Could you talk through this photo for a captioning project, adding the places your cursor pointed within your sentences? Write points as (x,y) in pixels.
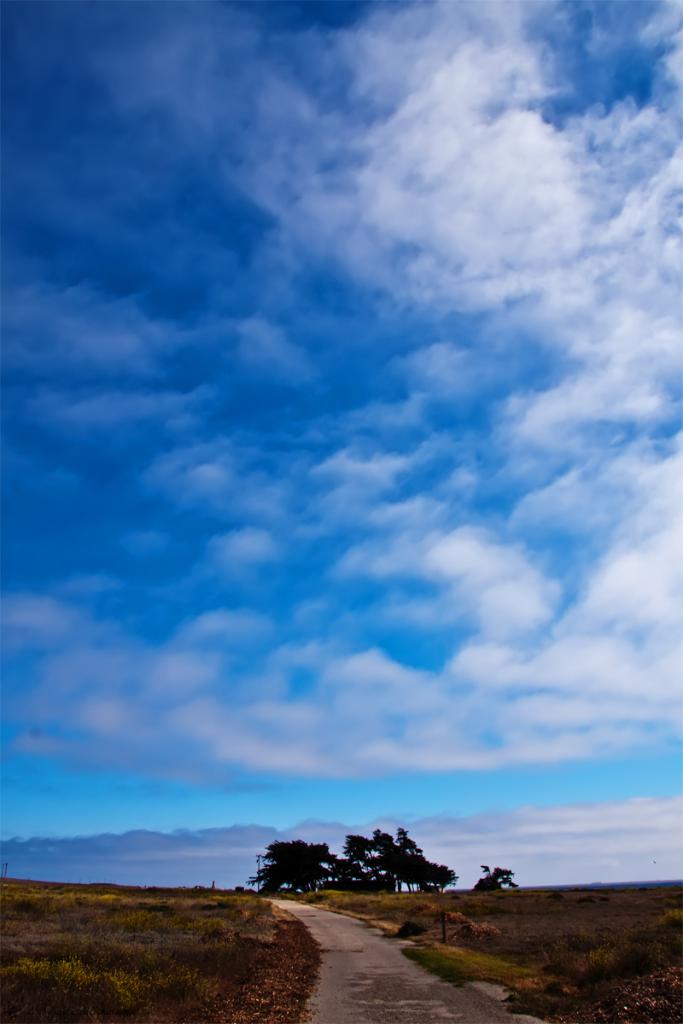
In this image, we can see trees (385,875) and some plants (587,976). At the bottom (530,907), there is ground (576,947) covered with grass (583,913) and at the top (391,242), there are clouds (423,412) in the sky (306,732).
